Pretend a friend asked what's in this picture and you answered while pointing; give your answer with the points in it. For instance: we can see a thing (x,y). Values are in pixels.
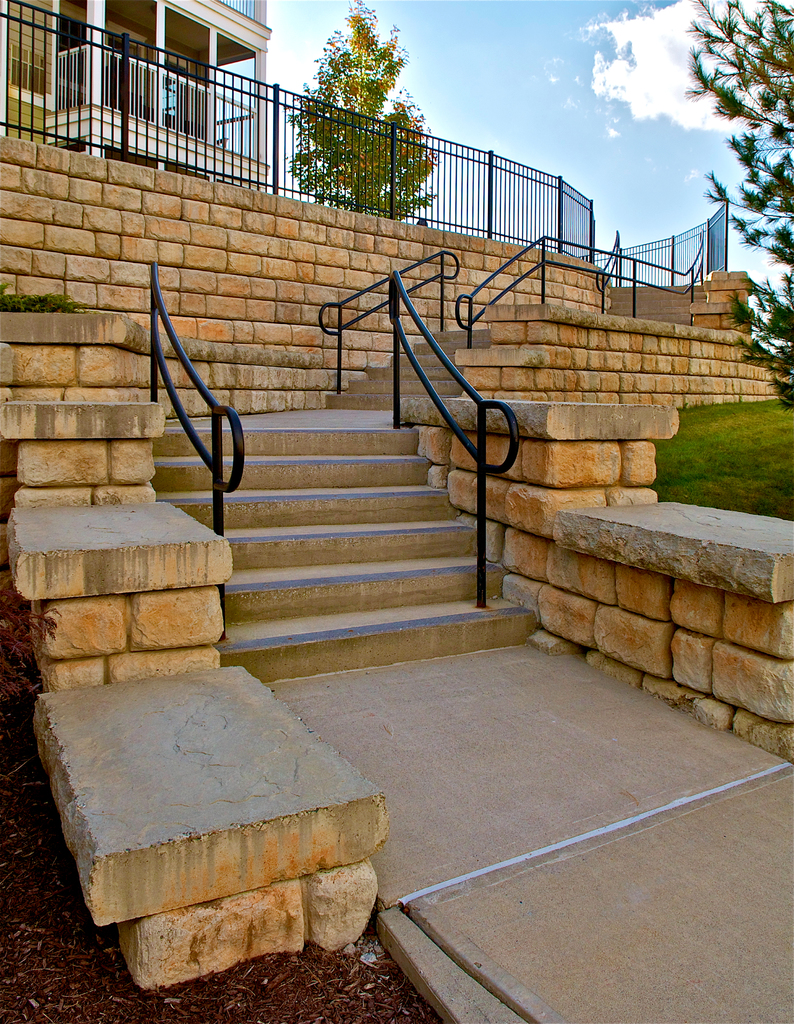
In this image there is a building (202,141) on the top left corner of this image (173,92). There is a tree (369,163) on the top of this image (361,152) and on the top right side of this image (775,316) as well. There is a wall (310,280) in middle of this image (311,345). There are some stairs (299,524) as we can see on the right side of this image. There is a sky (525,141) on the top of this image (538,93).
